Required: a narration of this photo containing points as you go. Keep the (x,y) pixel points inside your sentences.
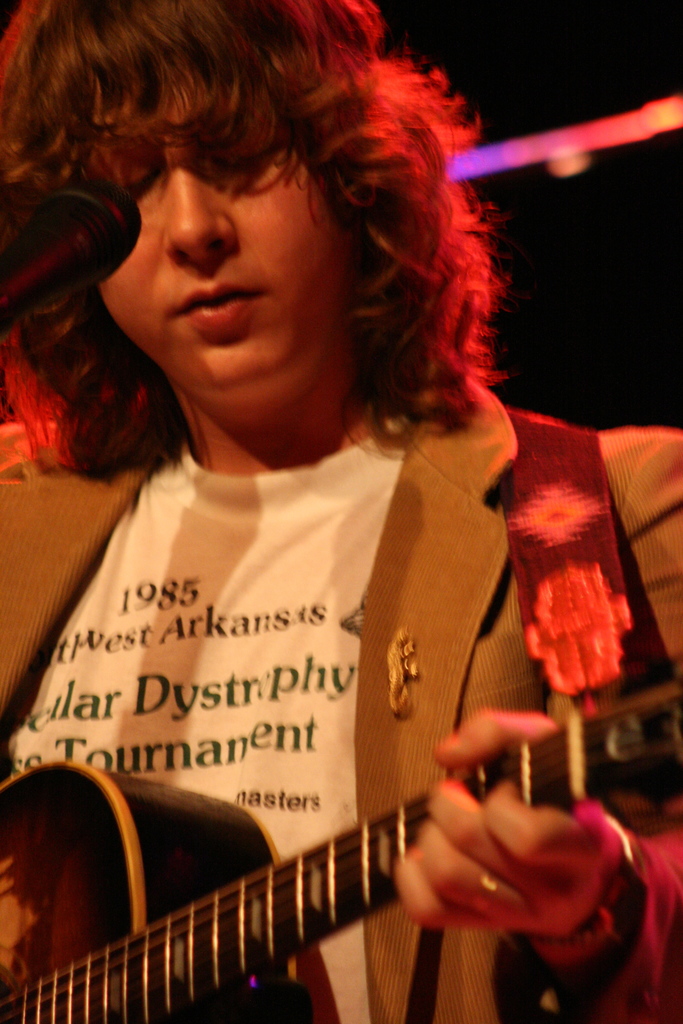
In the foreground of the picture (197,534) there is a person (339,587) playing guitar (353,868). On the left (74,245) there is a microphone (42,272). In the background (603,129) there are lights (573,132).
